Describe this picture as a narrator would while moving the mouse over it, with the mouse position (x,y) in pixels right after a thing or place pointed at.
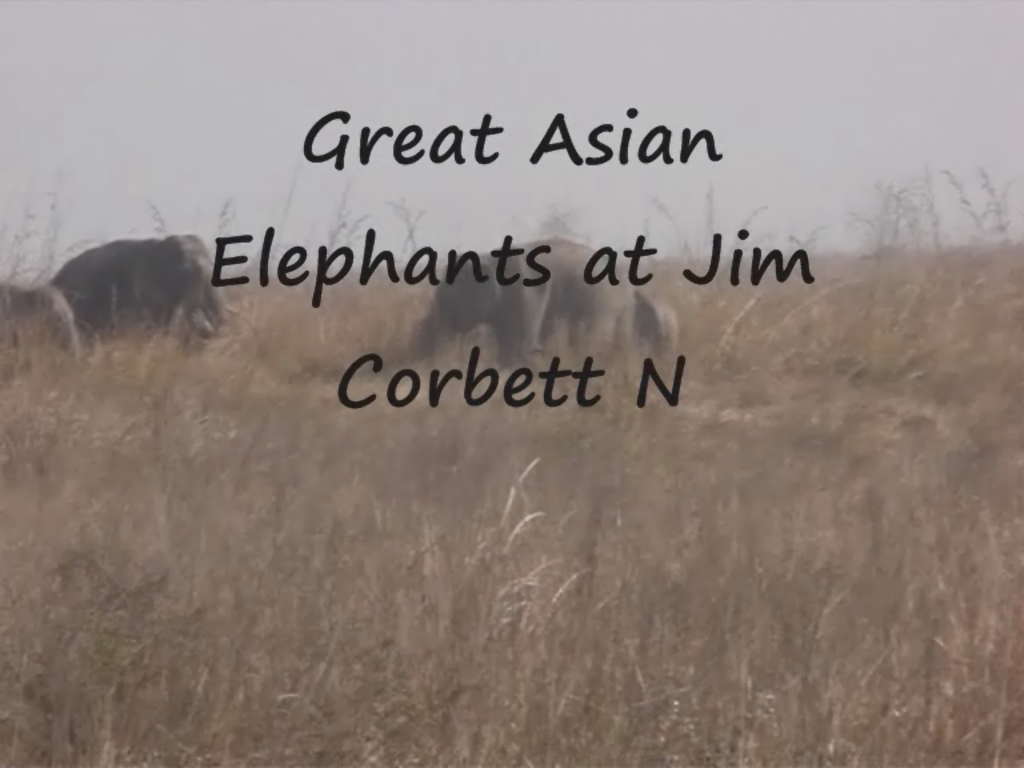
In this image there are elephants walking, there is grass (861,662), and in the background (392,6) there is sky (338,47) and there are watermarks (512,357) on the image.
